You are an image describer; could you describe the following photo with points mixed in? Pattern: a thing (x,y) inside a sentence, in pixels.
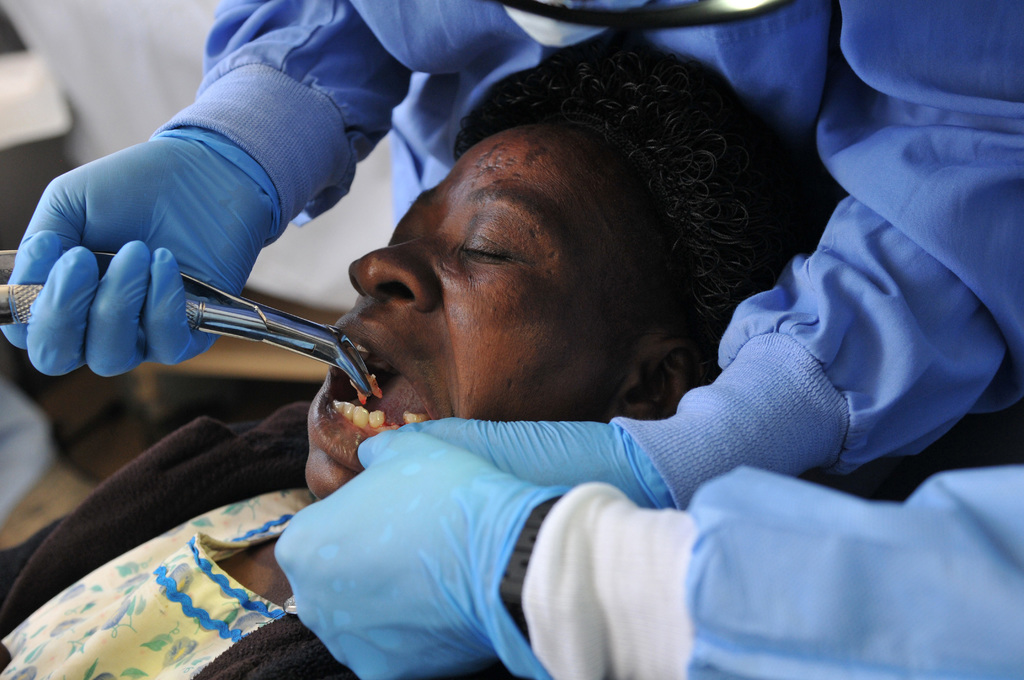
This image consists of a person (639,393) and there is another man (991,545) who is holding his mouth (355,411). He is removing his teeth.
